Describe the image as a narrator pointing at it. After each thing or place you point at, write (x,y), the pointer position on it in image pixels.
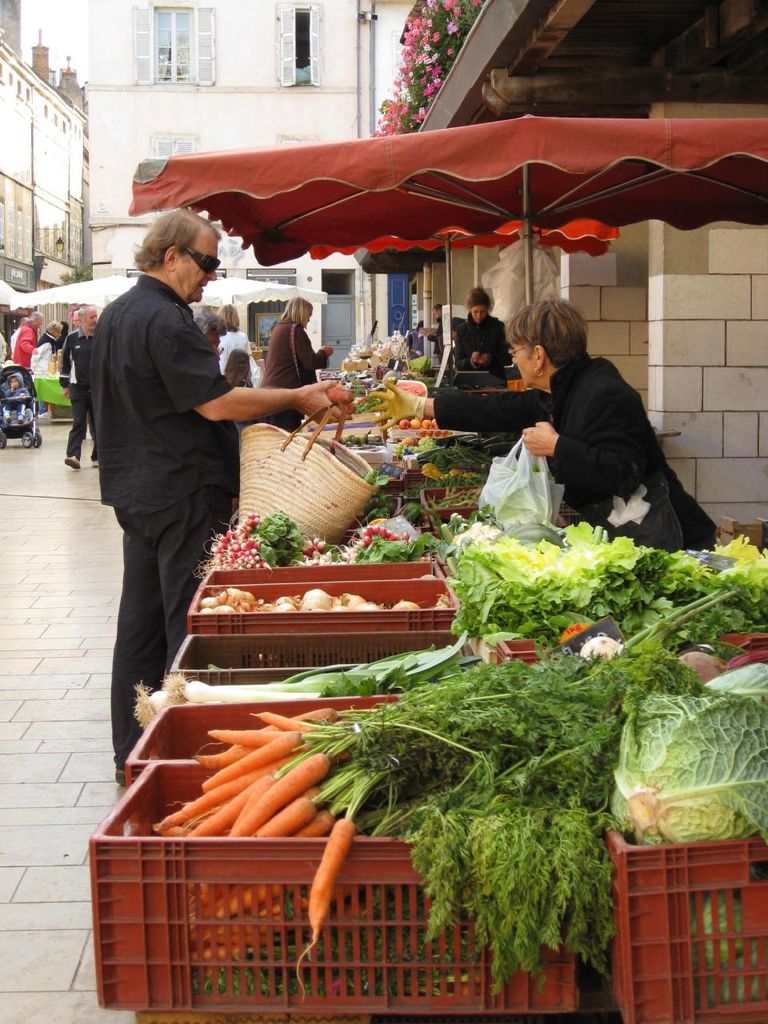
This image is taken outdoors. In the background (102,111) there are a few buildings (308,109). There is a tent (230,301). There is a table (52,379) with a tablecloth (47,376) and a few things (49,368) on it. A few people (64,343) are standing on the floor (43,447) and a few (68,450) are walking. There is a baby (19,408) in the baby carrier (16,416). On the right side of the image (573,103) there is a building (452,71). There are a few plants (431,62) with flowers (434,38). There are a few tents (520,199). Two women (537,360) are standing and a woman (538,455) is holding a cover (512,462) in her hand (537,436). In the middle of the image (396,543) there are many baskets (345,604) with vegetables (297,601). A man (173,434) is standing and he is holding a basket (315,445) in his hand (324,389).
